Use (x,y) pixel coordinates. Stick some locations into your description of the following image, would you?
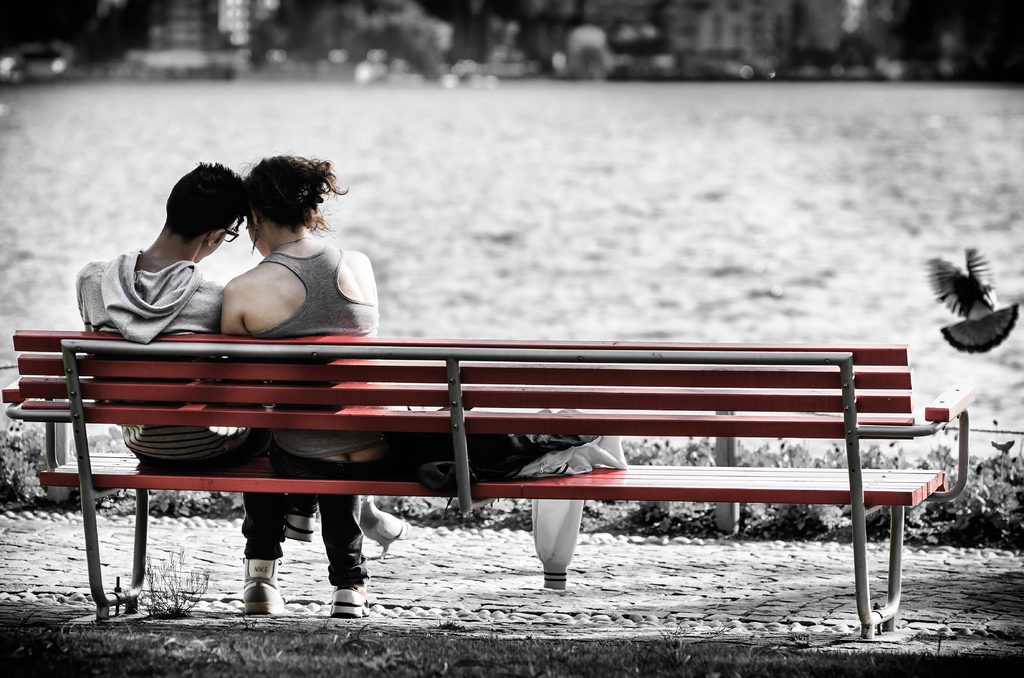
There is a couple (227,229) sitting on a bench (266,381). Beside them there are clothes (508,474), both are wearing shoes (309,532). In the background (605,162) there is a water (669,203) and a bird (971,300) here.
